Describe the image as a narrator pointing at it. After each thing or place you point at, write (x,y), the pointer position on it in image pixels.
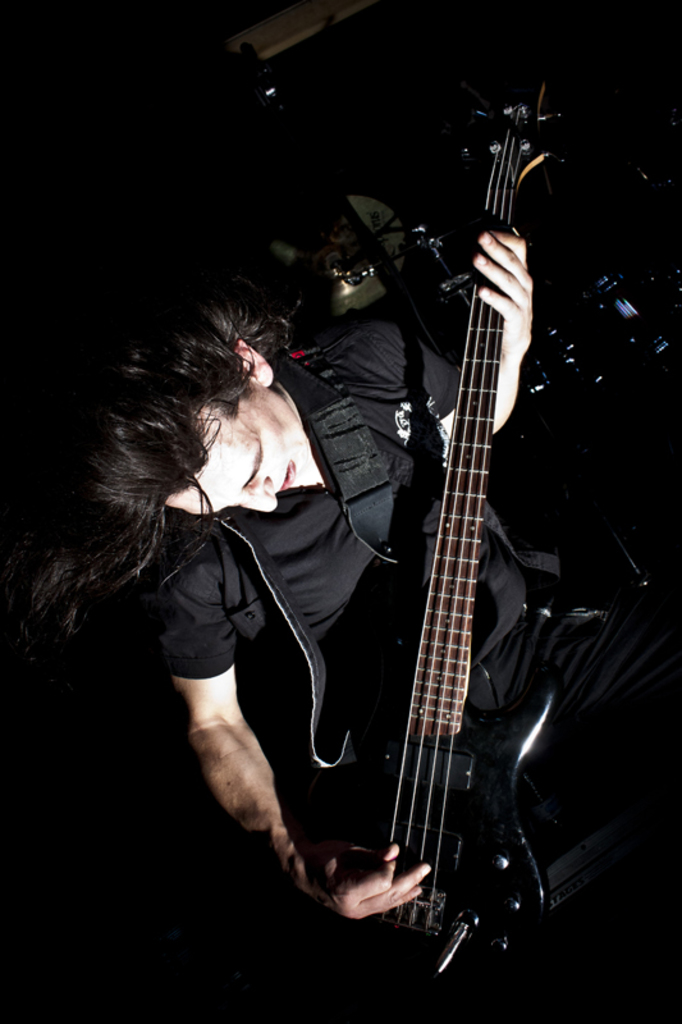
In the image there is a man (388,859) holding a guitar (410,758) in his hand (506,323). Behind him there are few objects (370,287). And there is a black background (225,195).
